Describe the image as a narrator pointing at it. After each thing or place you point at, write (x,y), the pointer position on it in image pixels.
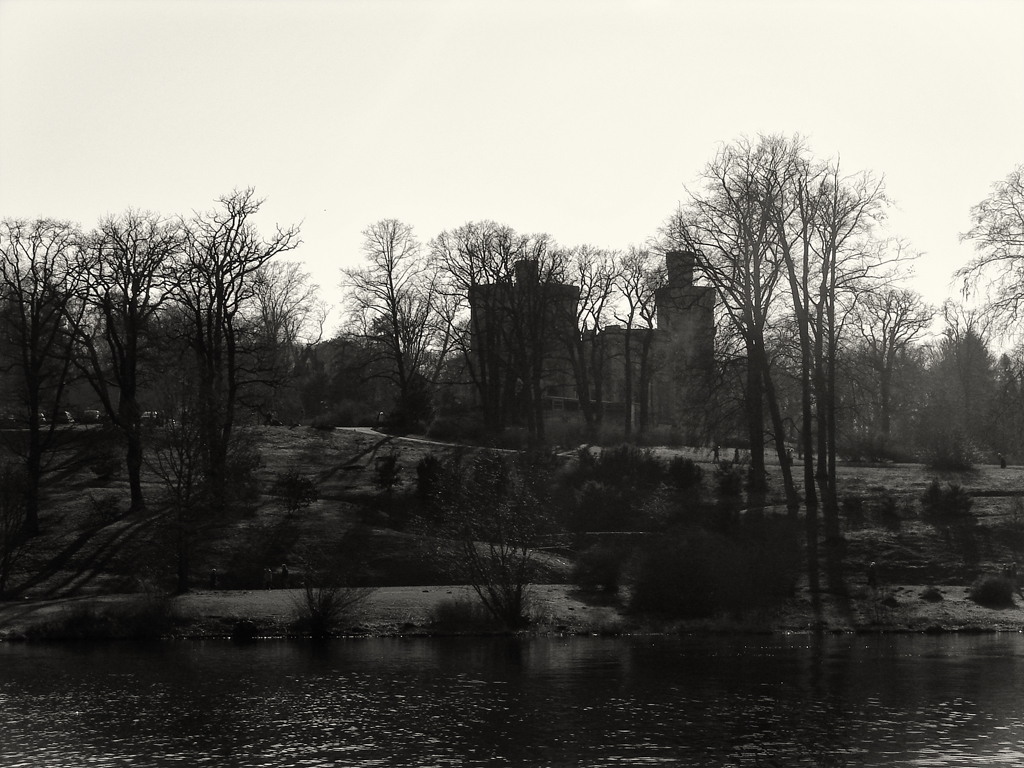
In this image I can see water (502,663) on the bottom side (604,636). In the background (430,631) I can see number of plants (11,552), number of trees (258,418), a building (478,304) and the sky (605,96). On the left side of the image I can see few vehicles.
